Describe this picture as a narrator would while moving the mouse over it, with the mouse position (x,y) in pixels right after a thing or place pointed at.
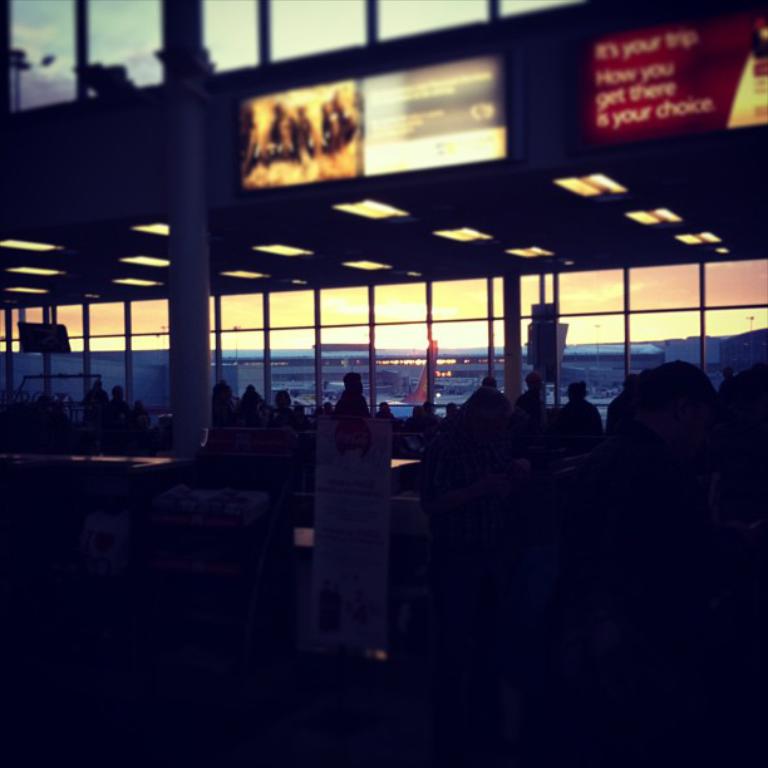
In the foreground of this dark image, there are few objects (269,530). In the middle (459,453), there are few people (484,436) and a pillar (202,281). Through the glass wall (364,329) of a building (368,288), in the background (407,350), there are buildings (612,343) and the sky (618,297). At the top (702,241), there are few lights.
